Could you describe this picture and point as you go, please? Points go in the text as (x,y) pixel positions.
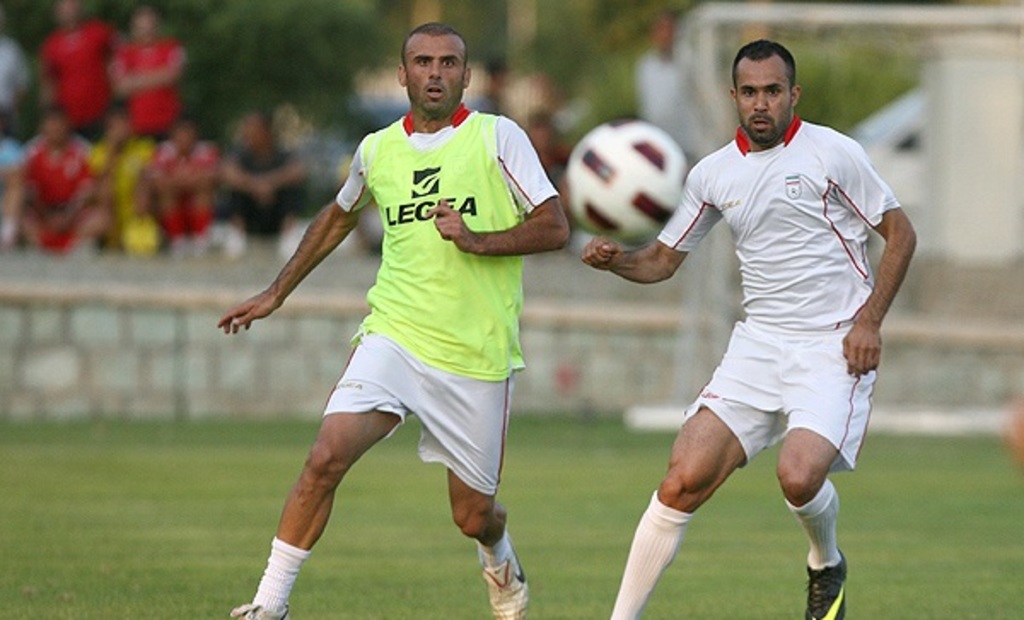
In this image we can see there are two players (596,267) running on the surface of the grass (338,502). In the foreground of the image (630,179) there is a ball (601,199) in the air (629,205). In the background (164,189) there are few spectators (86,156) and trees (299,52).
